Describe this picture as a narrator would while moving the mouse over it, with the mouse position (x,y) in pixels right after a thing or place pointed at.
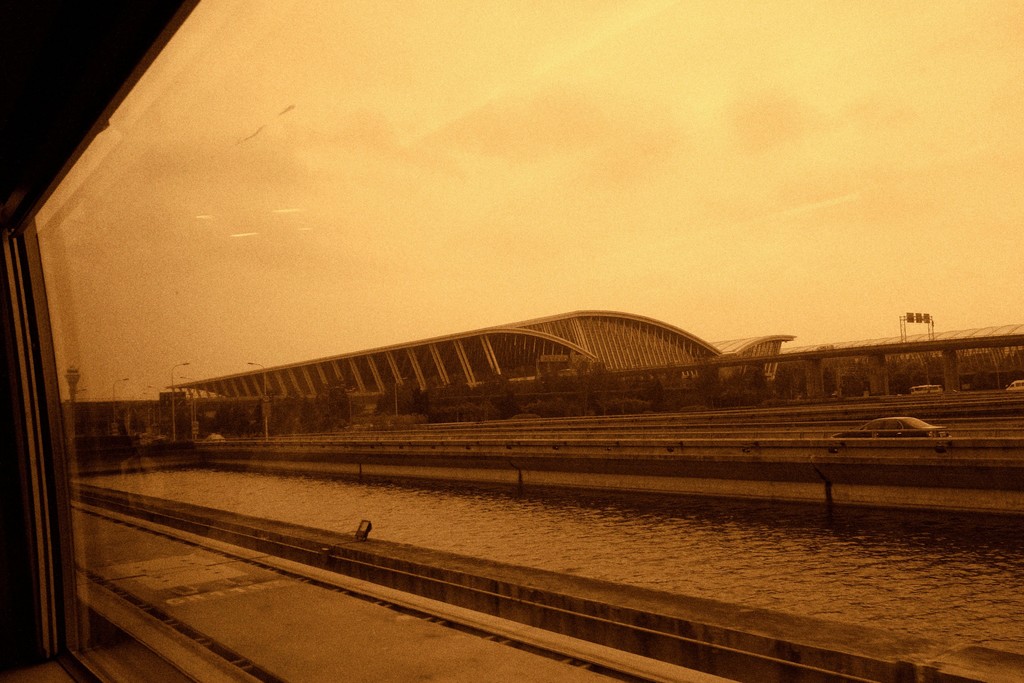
In this picture there is a glass window (600,527) from where we can see water (557,544) and there are few vehicles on the road (802,419) beside it and there are trees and a building (562,347) in the background (619,363).
